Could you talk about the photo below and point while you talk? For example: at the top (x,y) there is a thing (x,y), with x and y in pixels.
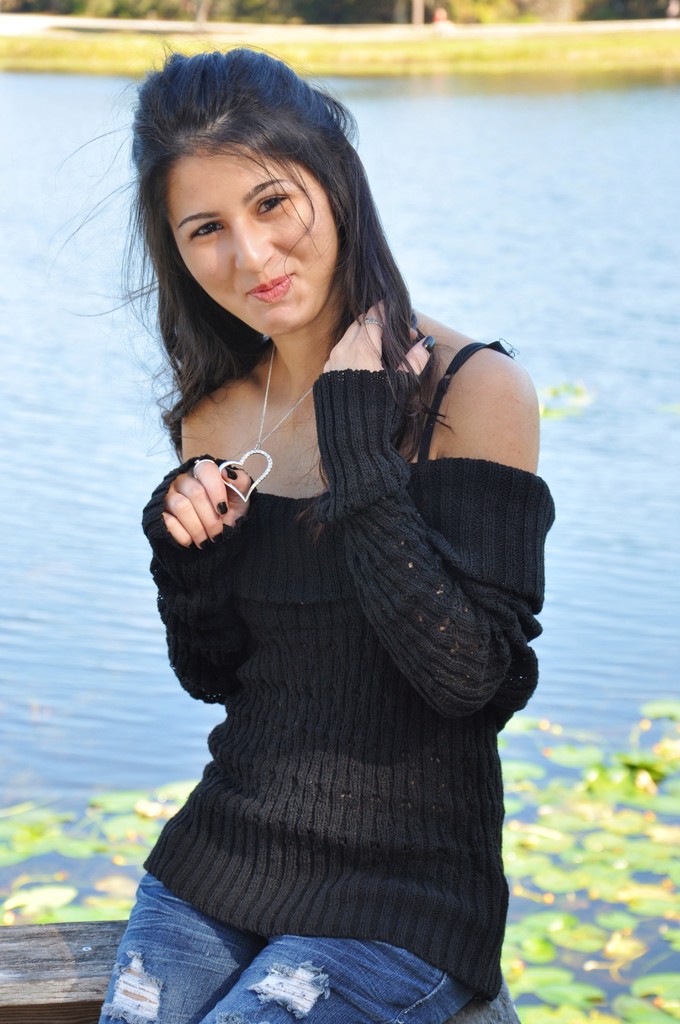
In the center of the image (310,393) there is a woman (334,600) sitting at the water (562,167). In the background (514,191) we can see water (540,86), grass (474,58) and trees (519,3).
